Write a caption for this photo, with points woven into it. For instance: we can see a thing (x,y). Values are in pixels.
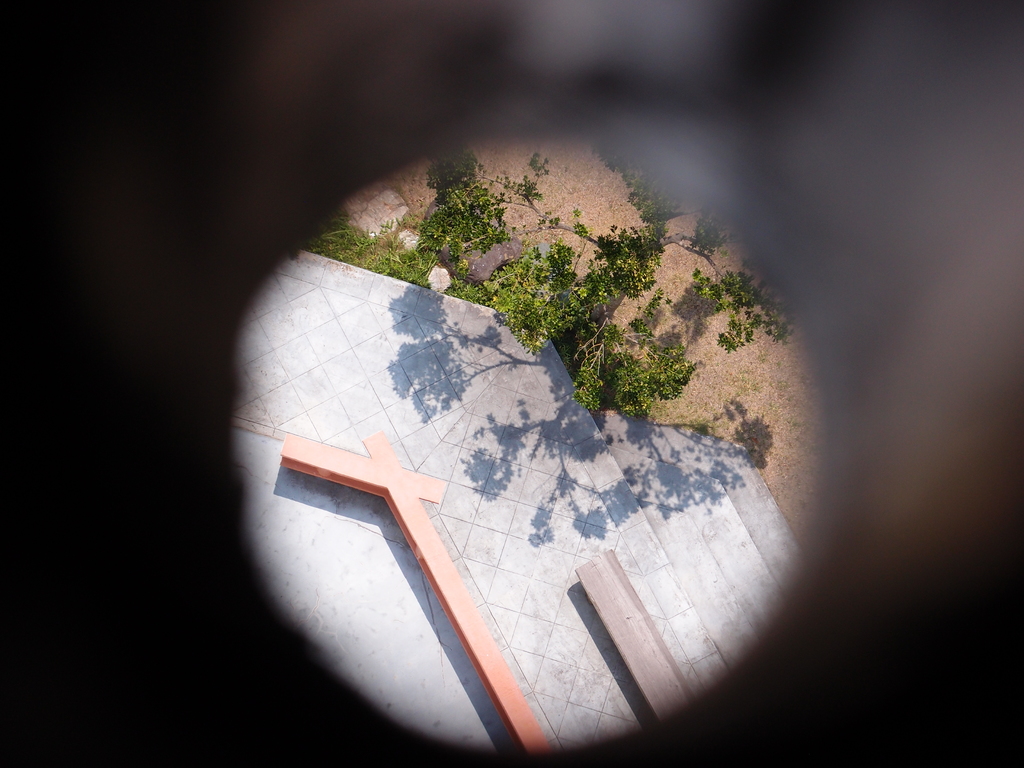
In the center of the image (570,328) we can see the stairs (608,423), tree (578,303), grass (373,257) and ground (544,370). In the background (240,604) the image is dark.
